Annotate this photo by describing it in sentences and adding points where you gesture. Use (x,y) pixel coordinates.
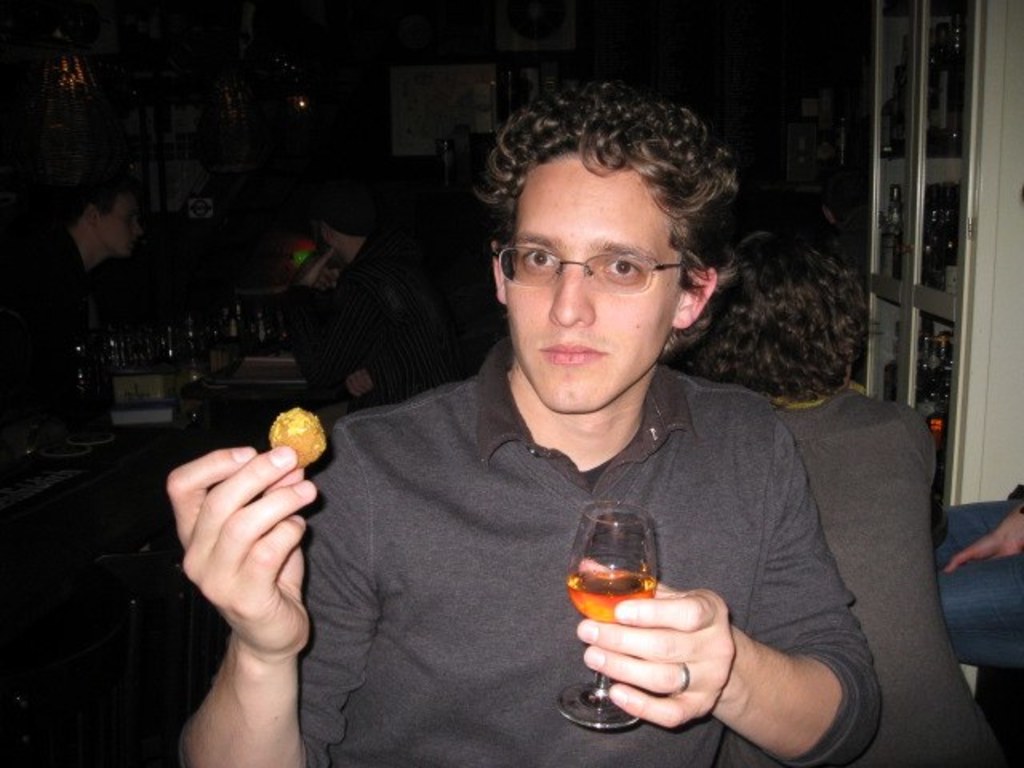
There is a man (446,567) holding meat ball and glass of wine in hand (248,466).
